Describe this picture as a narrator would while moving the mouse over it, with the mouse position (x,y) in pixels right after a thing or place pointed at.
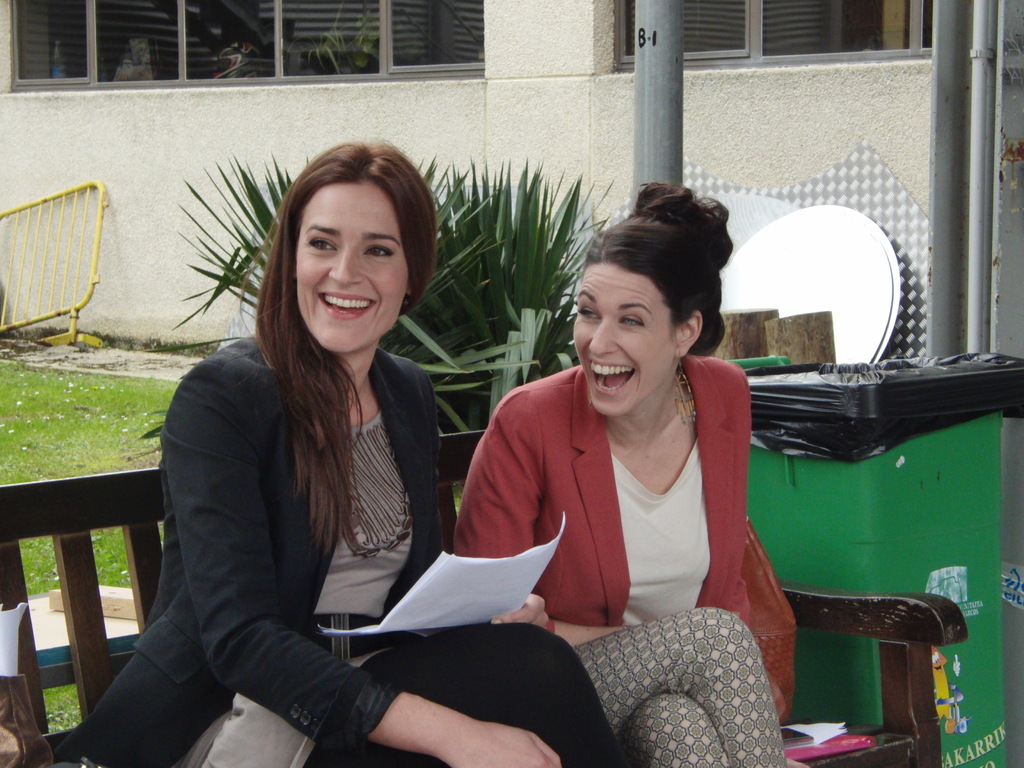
In the foreground of the picture (307,555) there are two women (548,474) sitting in a bench (893,665), they are smiling. Behind them they are dustbin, plants (534,283), poles (672,156), pipes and some iron objects (795,281). In the background (53,157) there are grass (29,382), windows (221,74), gate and wall (467,127).
